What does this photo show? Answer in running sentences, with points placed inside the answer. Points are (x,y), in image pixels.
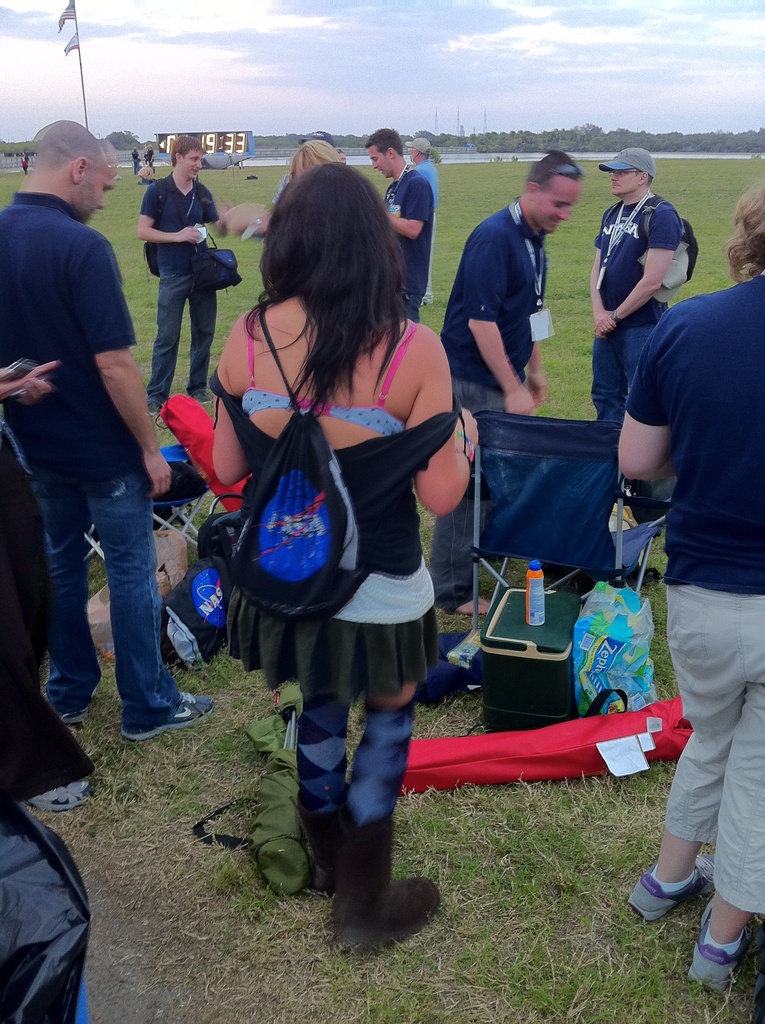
In this picture I can see there is a group of people (343,837) standing and there is a woman (382,698) standing at the center (284,493), wearing a bag (306,508). There is grass (556,822) on the floor (444,906) and in the backdrop (86,120) there is a flag pole (84,91) with a flag (68,17). There are few trees (711,138) in the backdrop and the sky (420,50) is cloudy.
